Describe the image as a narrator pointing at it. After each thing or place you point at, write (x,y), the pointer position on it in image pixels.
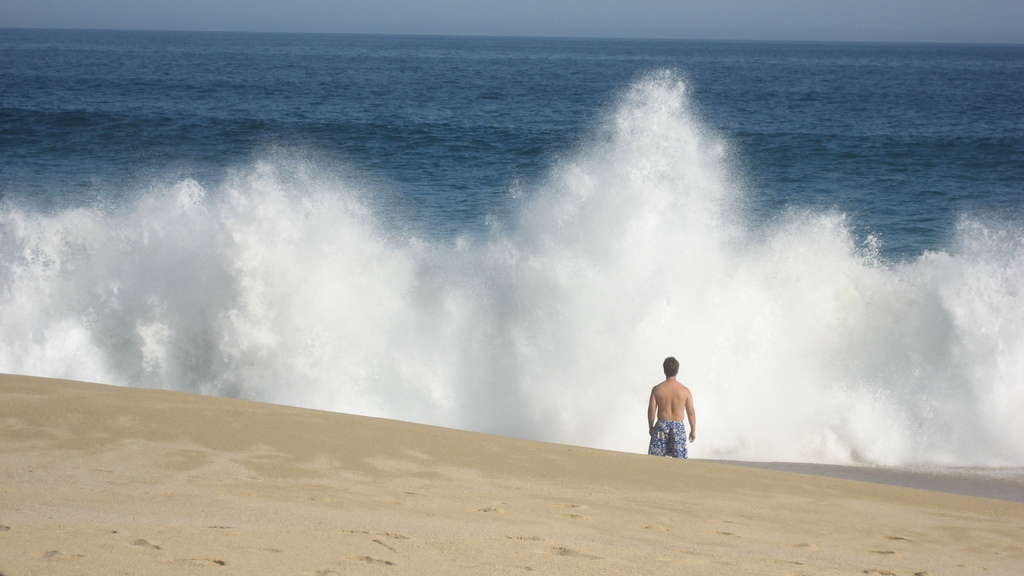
This image is clicked near the beach (843,545). In the front (663,417), there is a man (666,420) standing. At the bottom (325,503), there is sand (510,526). In the middle (567,230), there are waves (356,209) in the ocean (336,270).
